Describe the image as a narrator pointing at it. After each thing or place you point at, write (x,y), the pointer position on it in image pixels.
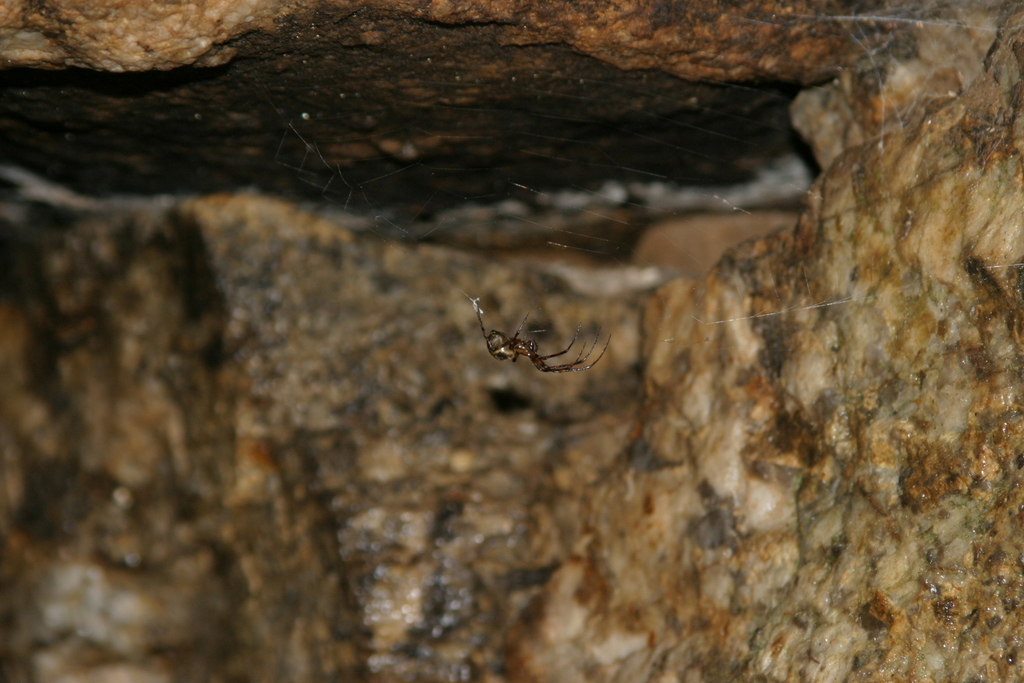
In this image we can see a spider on the web (364,182) which is on the stones (399,238). In the background (211,311) we can see a stone (356,402).
